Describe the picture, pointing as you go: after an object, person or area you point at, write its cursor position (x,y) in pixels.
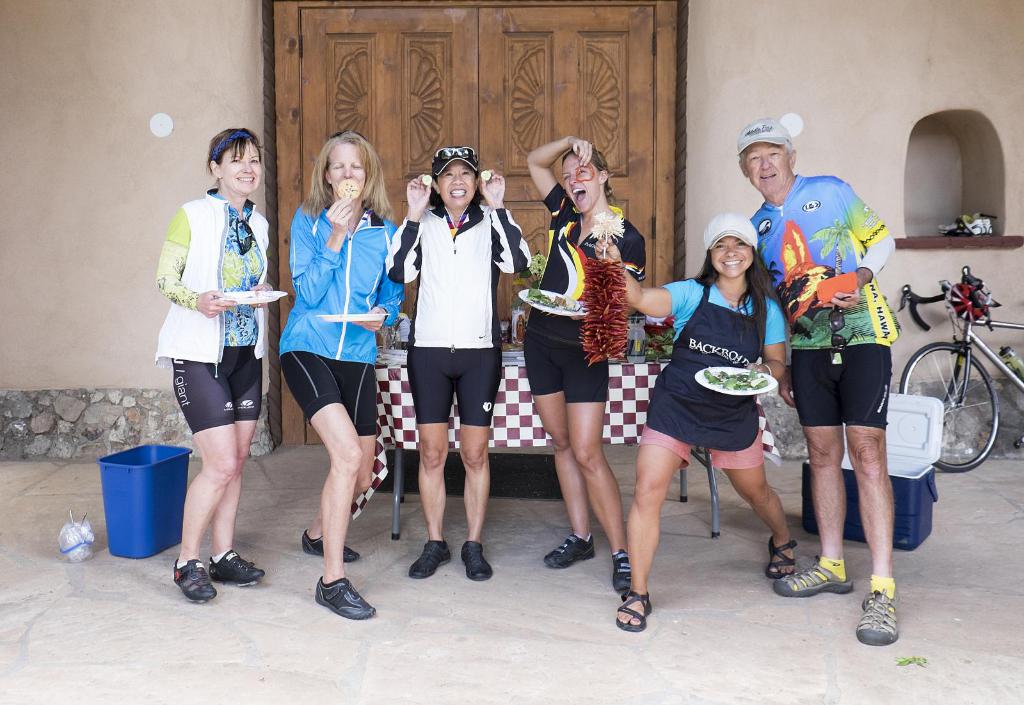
In this image I can see number of persons (457,280) are standing on the ground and I can see few of them are holding plates (700,380) in their hands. In the background (510,378) I can see a table (519,368) with few objects (640,350) on it, a blue colored bucket (159,456), a blue and white colored plastic box (902,491), a bicycle (960,408), the wall (847,107) and the brown colored door (552,92).
